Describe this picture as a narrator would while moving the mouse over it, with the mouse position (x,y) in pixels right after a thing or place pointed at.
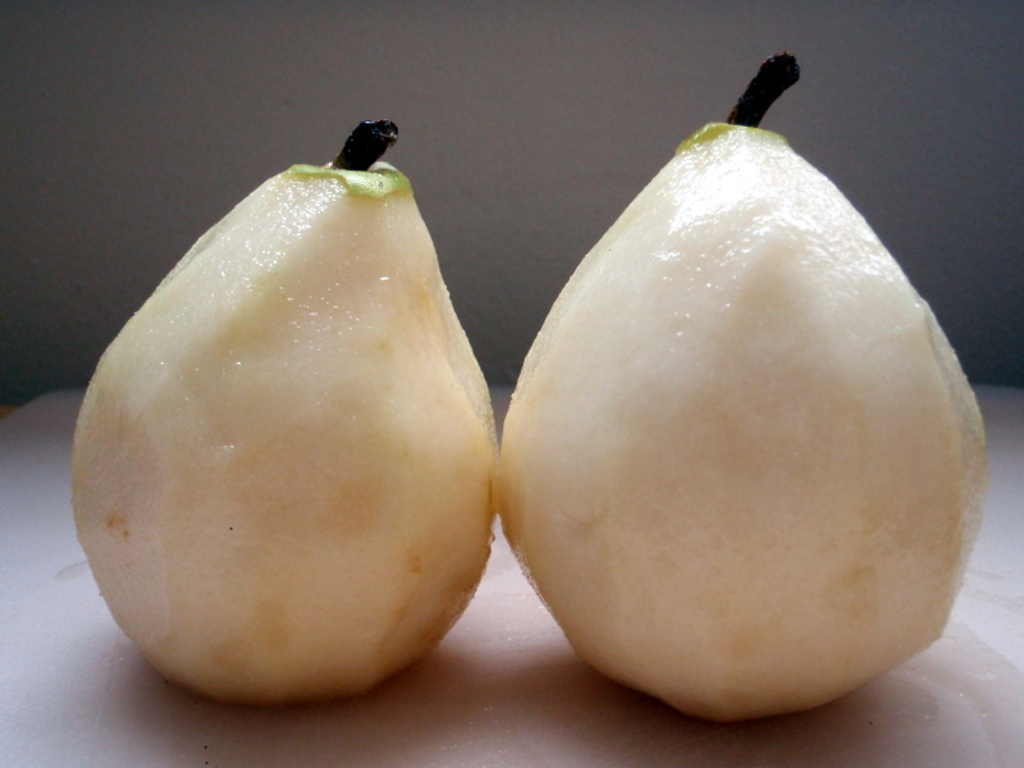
The picture consists of food items (557,422) on a white color object (531,660). In the background (530,44) it looks like wall (709,117).
